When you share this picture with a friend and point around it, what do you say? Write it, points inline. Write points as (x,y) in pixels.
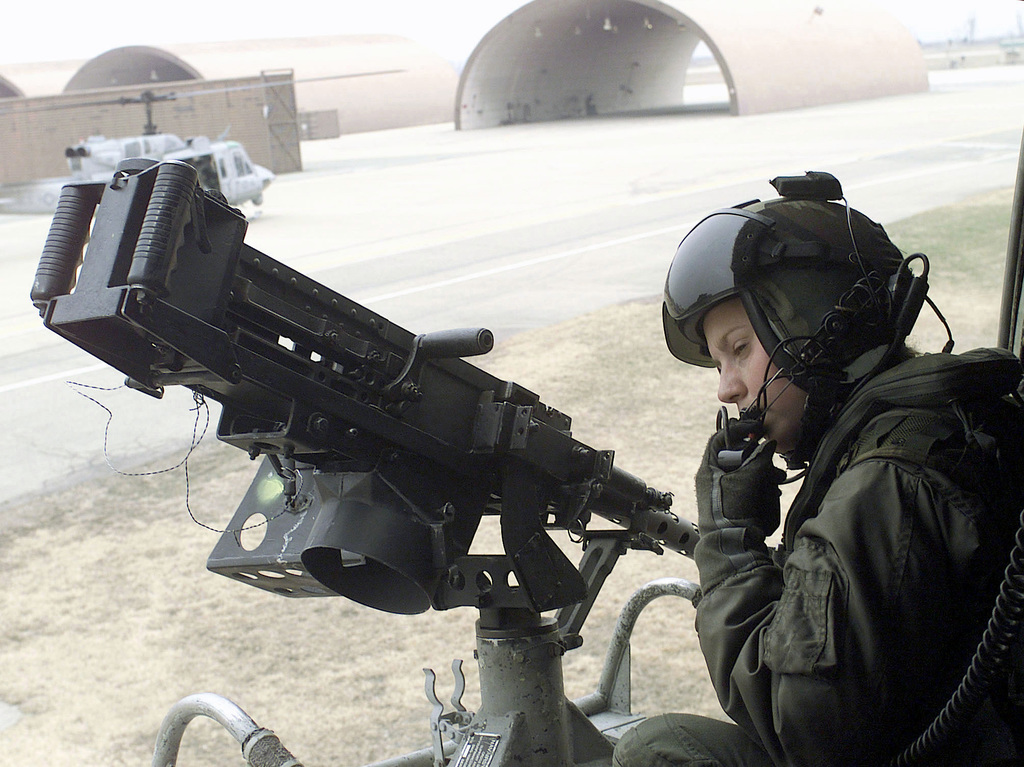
In the bottom right corner of the image (829,521) there is a person (845,538) with a helmet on the head (770,428) and also there are wires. In front of that person (752,461) there is a rifle (383,345). Behind the rifle (442,500) there is a road (305,235). On the road (420,197) there is a helicopter (195,156). And also there is a wall (239,103) and there are tunnels (610,52). And there are many other things (314,123) in the background (640,375).
